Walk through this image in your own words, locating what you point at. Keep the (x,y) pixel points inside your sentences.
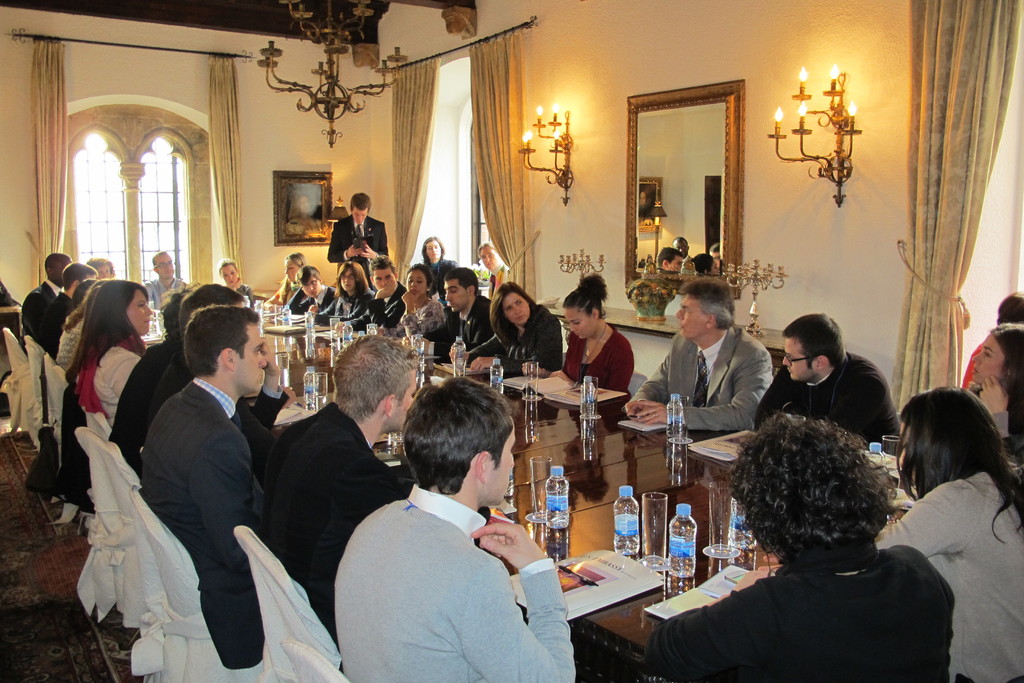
In the middle of the image (473,327) a few people (473,327) are sitting surrounding the table (595,676) on the table (587,447) there are some water bottles (681,535) and glasses (664,543) and papers (623,564). In the middle of the image (352,253) a man (343,247) is standing. Top right side of the image (690,53) there wall (826,7), On the wall (761,129) there is a mirror (693,134) and candle lights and there is a curtain (980,139). In the middle of the image (461,229) there is a window (176,167).
